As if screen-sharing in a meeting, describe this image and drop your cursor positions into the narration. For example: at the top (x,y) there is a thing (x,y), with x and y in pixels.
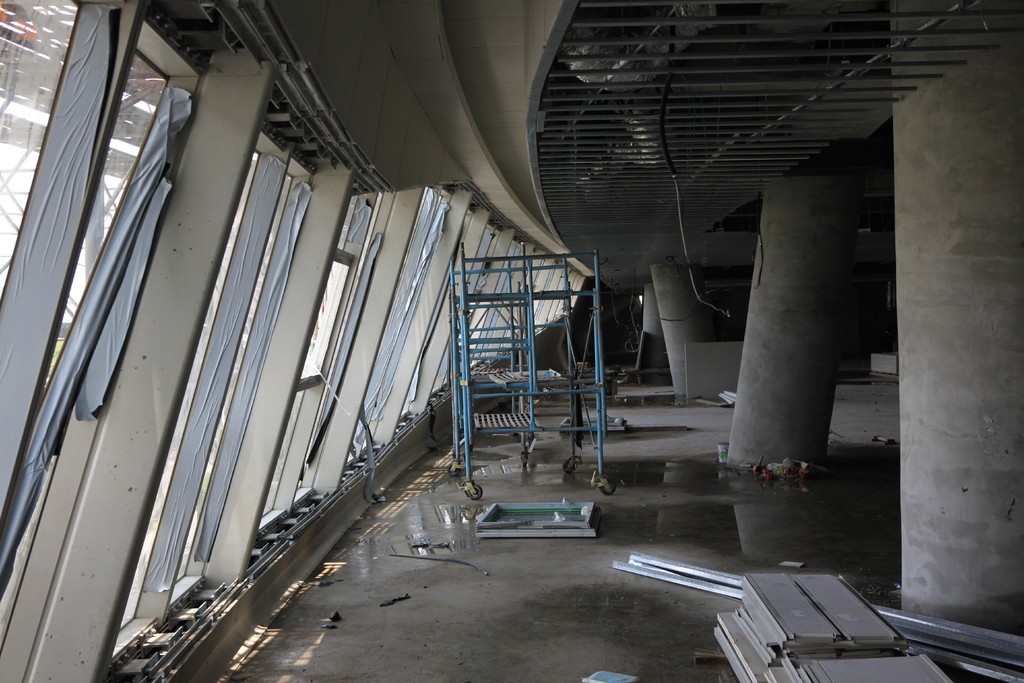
In this image I can see pillars (850,272), rooftop (568,168), metal rods (606,199), wheel stand (460,384) and so on. This image is taken may be during a day.
